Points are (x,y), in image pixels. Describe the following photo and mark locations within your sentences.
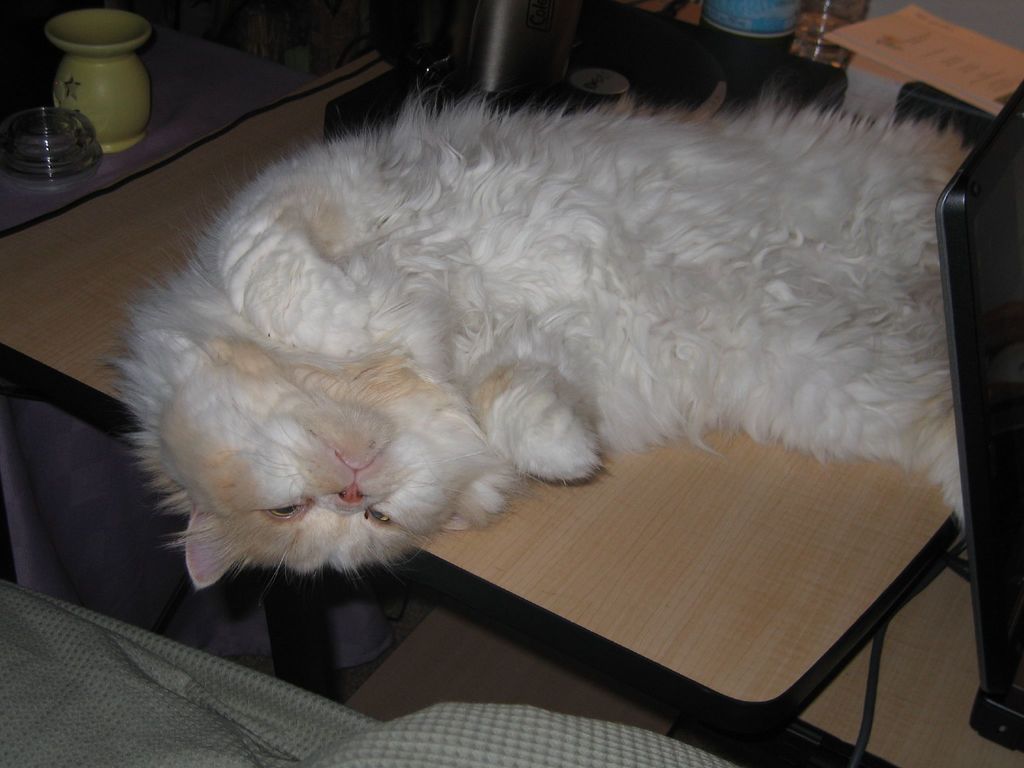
In this image there is a cat (327,351) on a table (93,303) and there are bottles (526,76), papers (962,88) and bowls (82,117), beside the table (581,538) there is a cloth (591,750).
